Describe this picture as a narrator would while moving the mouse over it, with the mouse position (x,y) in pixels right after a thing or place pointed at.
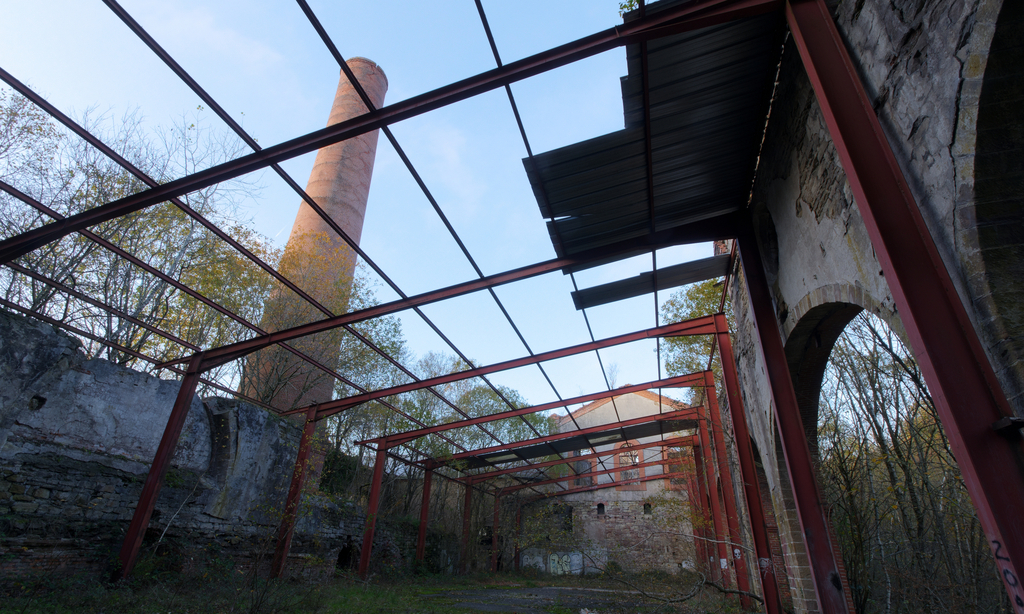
In this picture we can see the wall (761,230), rods (668,330), tower (360,177), trees (71,278), roof (712,177). At the bottom of the image (655,582) we can see the grass (680,577) and ground (680,577). At the top of the image (314,91) we can see the sky (124,53).
